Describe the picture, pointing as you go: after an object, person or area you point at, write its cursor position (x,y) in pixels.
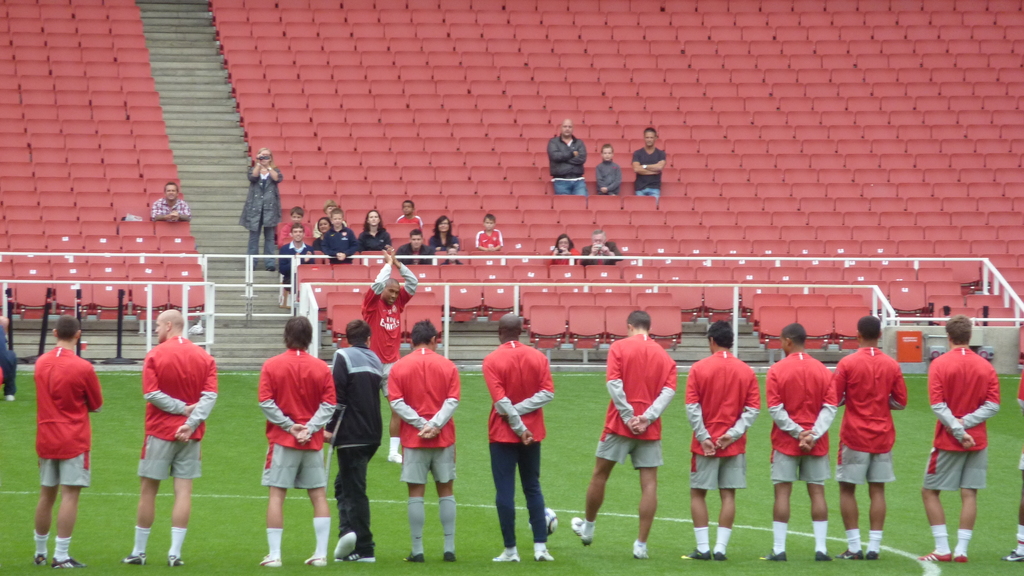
This image is taken in a stadium (271,351). In this image there are a few people (652,438) standing on the playground (546,471), in front of them there is a person (387,307) standing. In the background (333,204) there are few spectators (340,217).
